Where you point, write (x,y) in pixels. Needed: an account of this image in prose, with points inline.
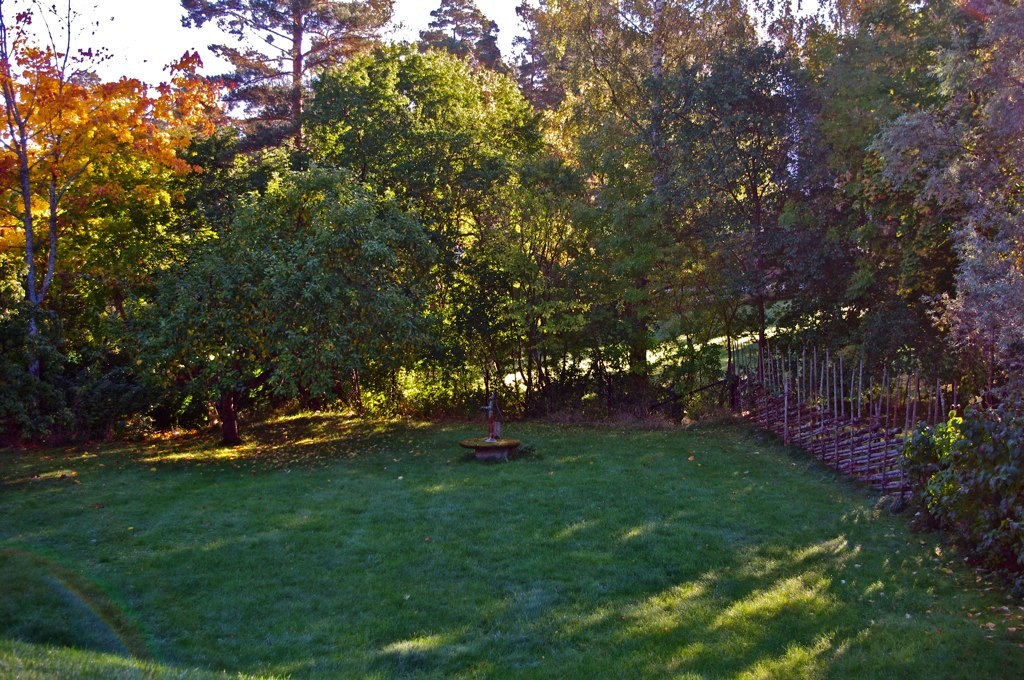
In this image we can see grass (780,542), statue (487,456), and trees (569,376). In the background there is sky (197,27).
